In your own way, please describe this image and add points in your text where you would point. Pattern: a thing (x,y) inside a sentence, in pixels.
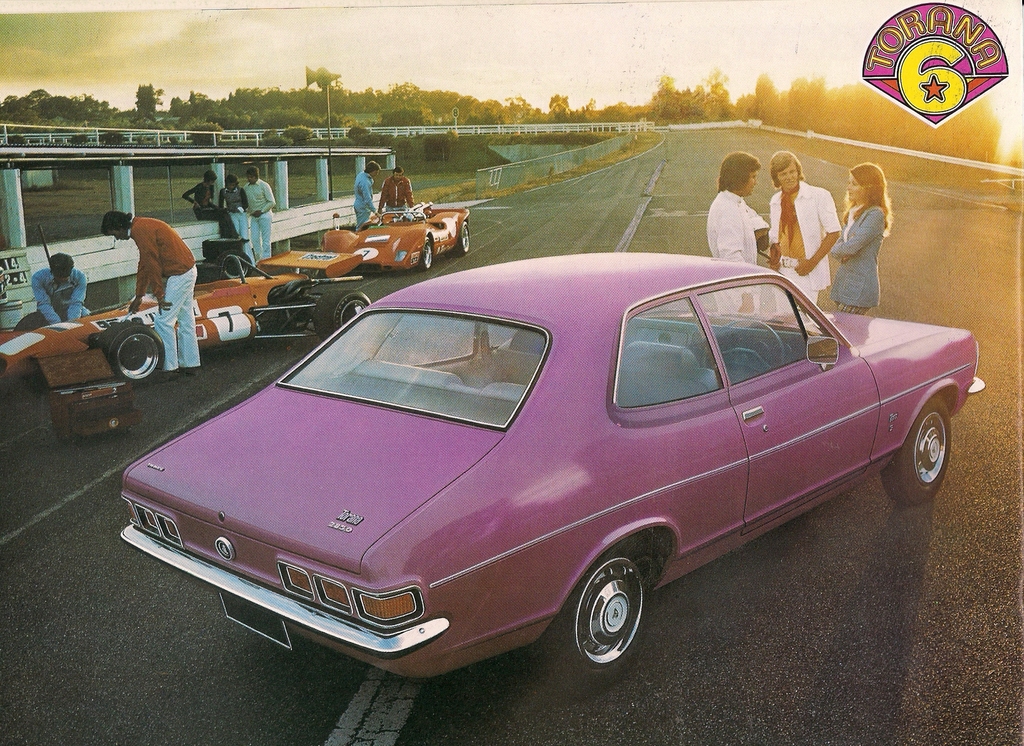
In this picture we can see vehicles (482,334), people (168,292) on the road (681,640) and in the background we can see trees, sky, in the top right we can see a logo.
